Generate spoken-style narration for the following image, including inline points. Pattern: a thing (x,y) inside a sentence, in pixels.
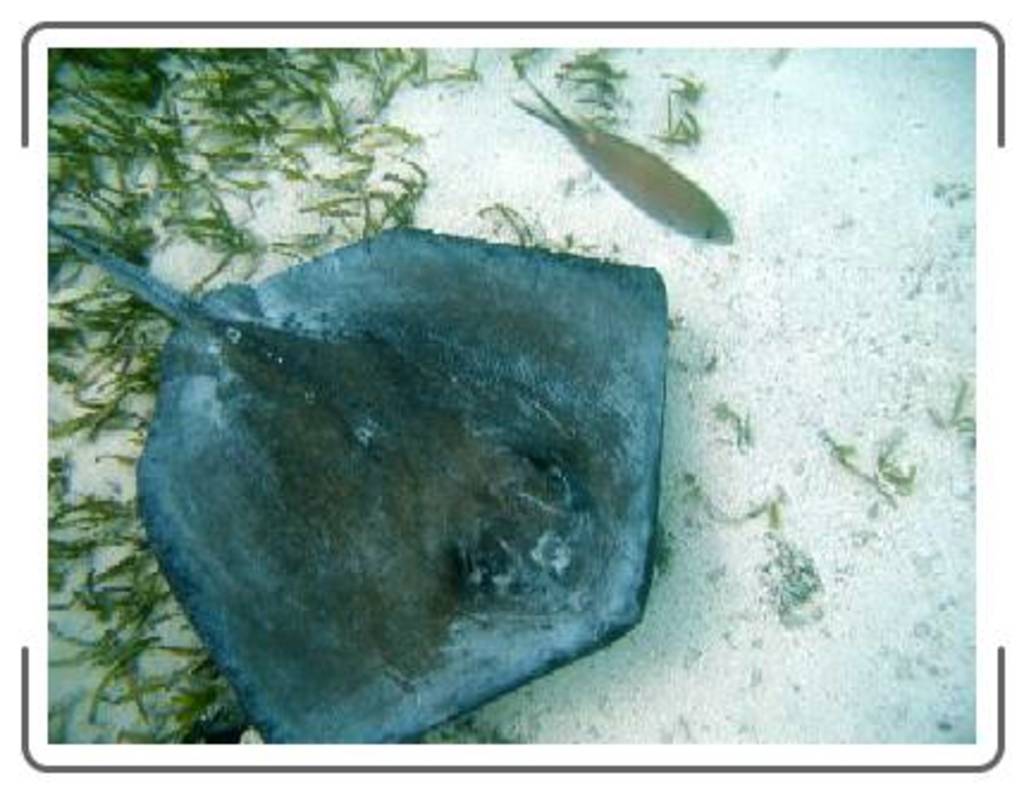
In the image we can see water (704,130), in the water (343,94) there is a fish (697,229) and water animal (339,289). Behind them there is grass (245,68).
